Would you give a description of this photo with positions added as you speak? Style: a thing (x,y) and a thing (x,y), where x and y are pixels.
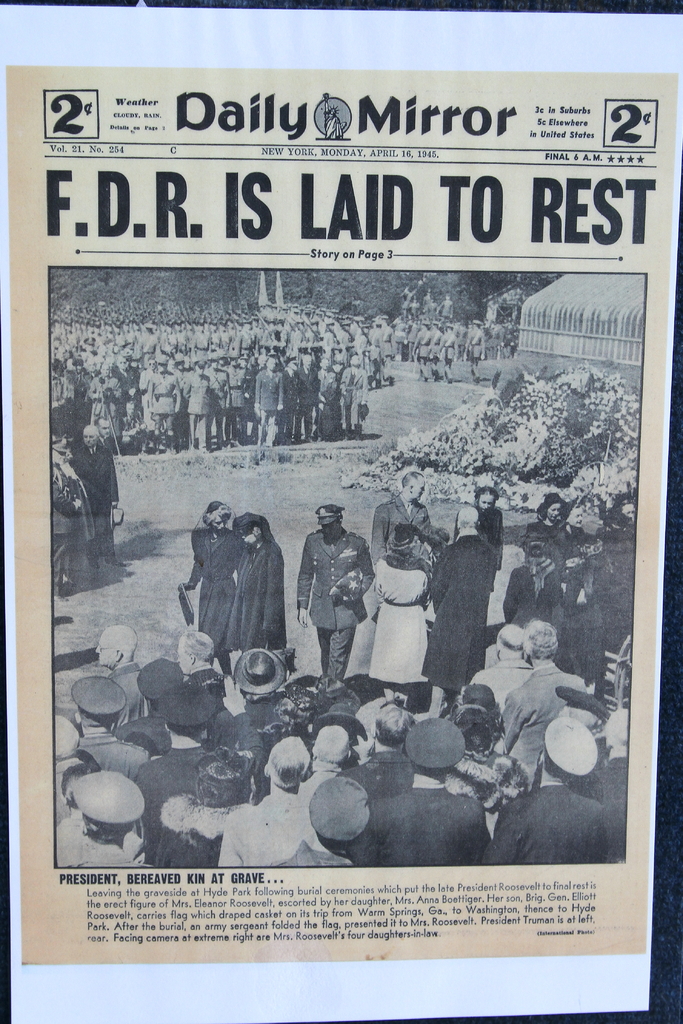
This is a zoomed in picture. In the center (295,399) there is a paper (634,537) on which we see the picture (346,635) of group of persons (377,631) standing on the ground (319,469) and we can see the flowers (566,424) and in the background of the picture (485,305) we can see the trees (257,296) and flags (277,294) and there is a text (302,199) on the image. The background (566,972) is white in color.
